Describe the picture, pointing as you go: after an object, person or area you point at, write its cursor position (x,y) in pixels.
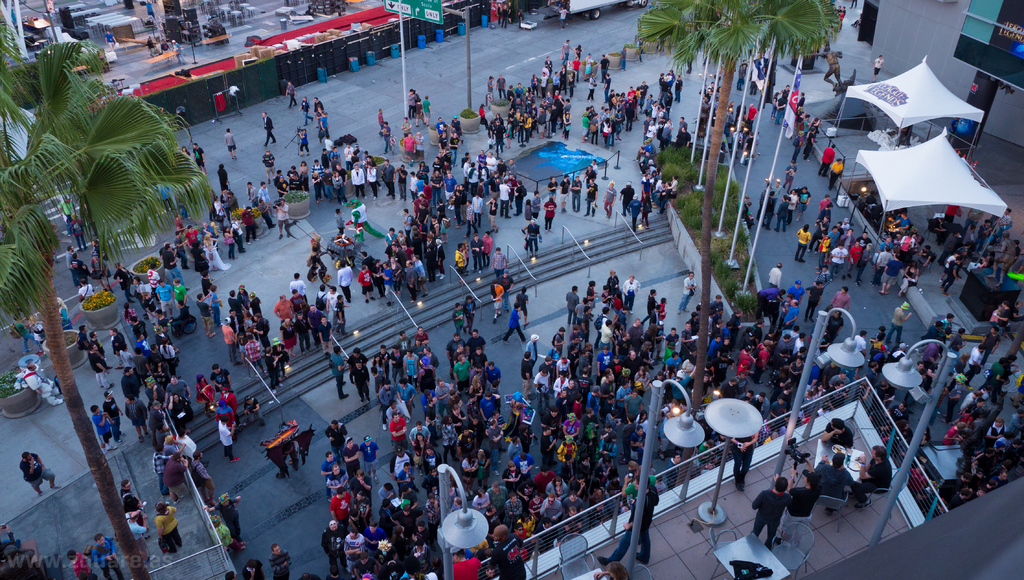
In this image I can see many people (514,330) with different color dresses (433,256). I can see the poles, many trees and I can see few people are sitting on the chairs (795,528). To the right (906,159) I can see the tents (920,147) and the buildings (960,54). In the background (534,116) I can see few more people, vehicles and many objects (191,35).
